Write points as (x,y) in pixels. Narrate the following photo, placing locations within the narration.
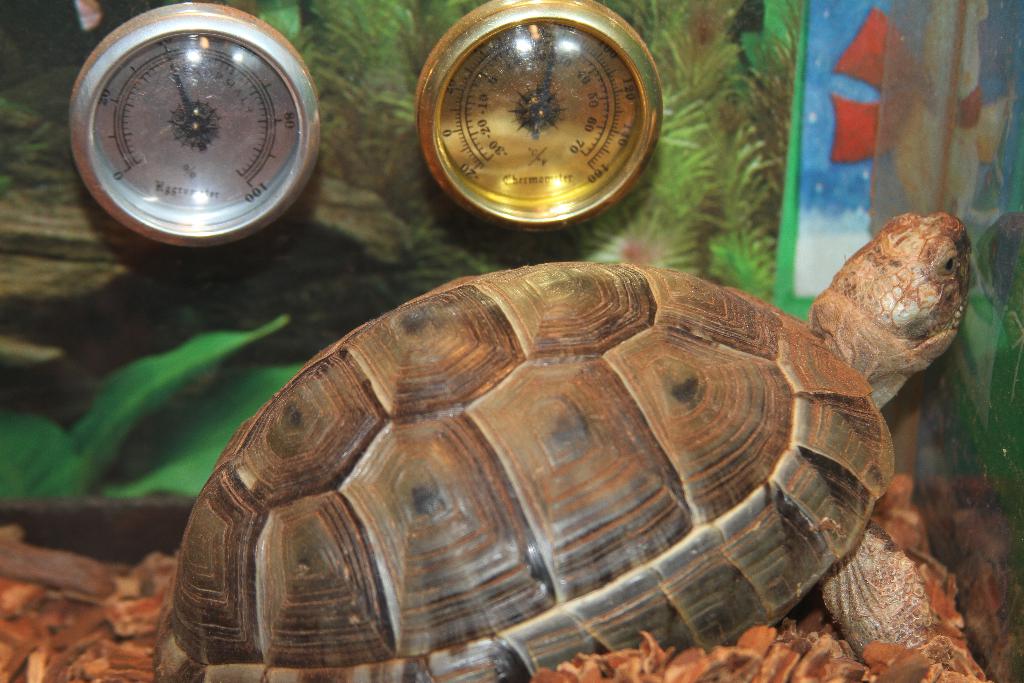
In this picture there is a tortoise (757,485) and there are two objects (295,164) beside it and there are some other objects (773,657) below it.
